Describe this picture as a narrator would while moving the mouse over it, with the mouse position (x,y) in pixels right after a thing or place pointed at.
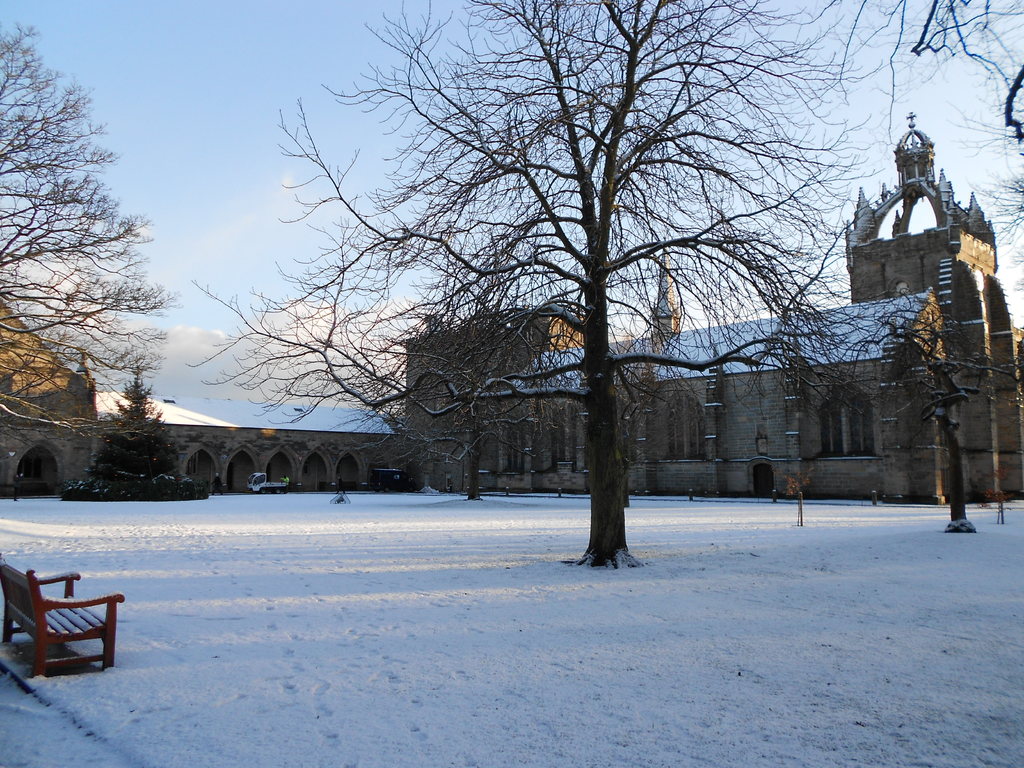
In the picture there is a building (865,429), it is very large and around that there are few dry trees (476,298) and there is a lot of snow (679,592) around the trees (467,405) and on the left side (27,601) there is a bench (66,613).
